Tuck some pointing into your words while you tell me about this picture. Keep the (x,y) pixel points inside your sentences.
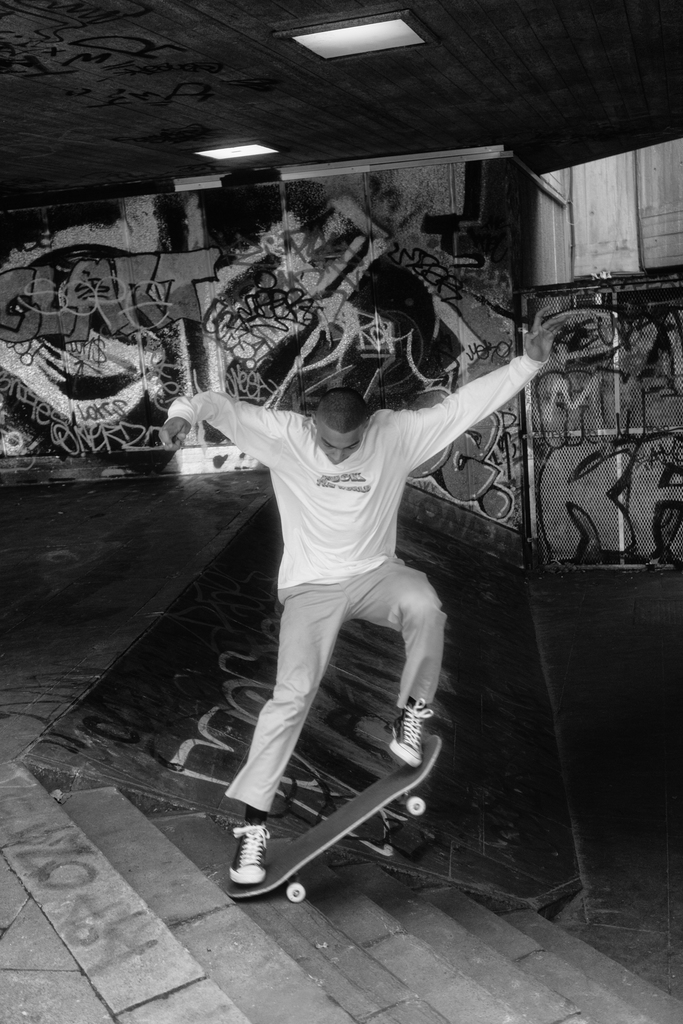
This image is a black and white image. This image is taken indoors. At the top of the image (142,66) there is a ceiling (271,86) with two lights (408,34). At the bottom of the image (262,947) there are a few stairs (264,942). In the background (238,293) there is a wall (437,330) with a graffiti (104,374) on it. In the middle of the image (382,480) a man (365,467) is skating with a skating board (297,894) and there is a skating rink (352,698) with a text (344,712) on it.
